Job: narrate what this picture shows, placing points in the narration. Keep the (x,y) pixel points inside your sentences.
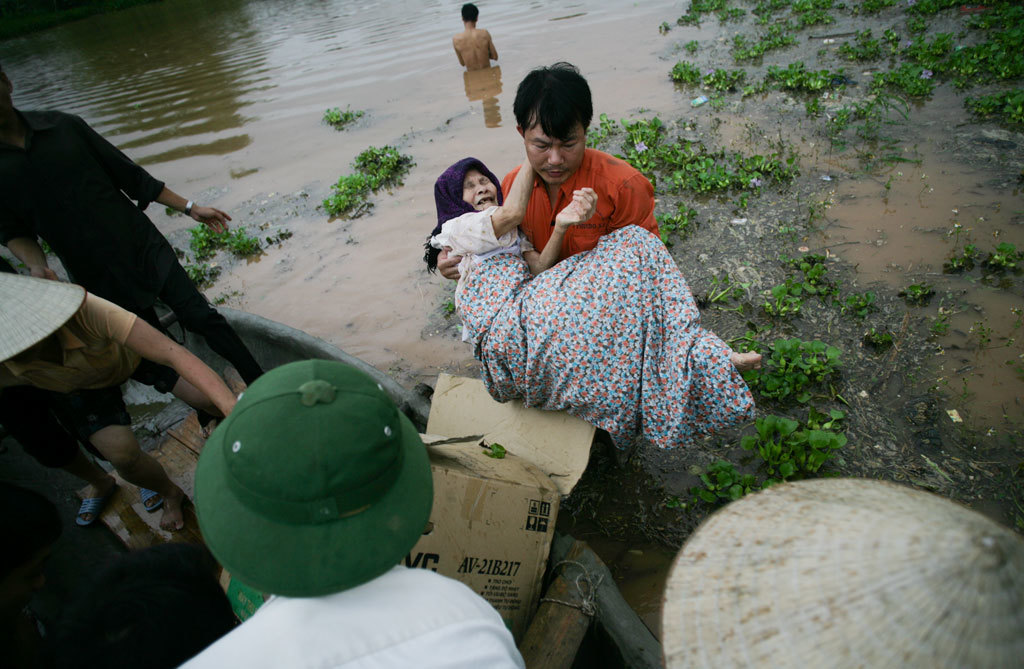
In the foreground of this image (250,514), there are people (207,613) standing on the boat (137,516) and we can also see wooden planks (193,480) and the cardboard box (493,511). In the right bottom corner (967,634), there is a Chinese hat (892,545). In the middle (618,313), there is a man (565,166) carrying an old woman (519,260). At the top (858,43), there are plants (860,38) and a man (462,16) in the water (408,45).
